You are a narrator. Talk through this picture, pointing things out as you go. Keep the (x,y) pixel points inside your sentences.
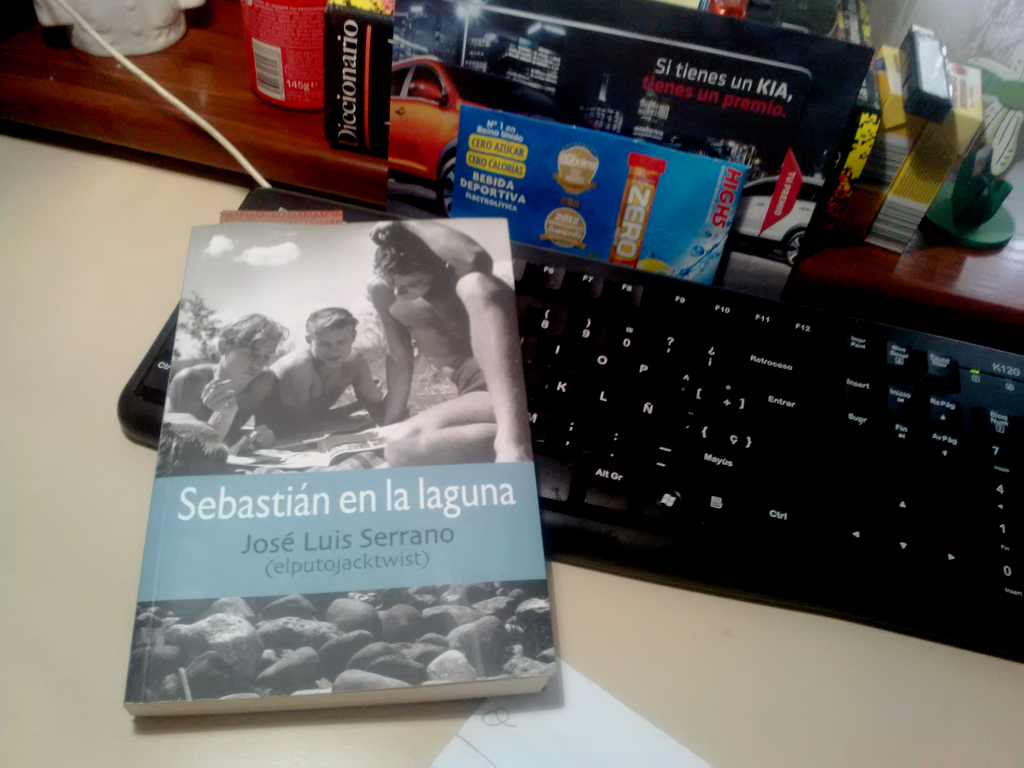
In this picture we can see a book (228,474), a keyboard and a paper (547,735) on the wooden surface (46,286). There are a few objects (578,100) visible in the background (611,180).
